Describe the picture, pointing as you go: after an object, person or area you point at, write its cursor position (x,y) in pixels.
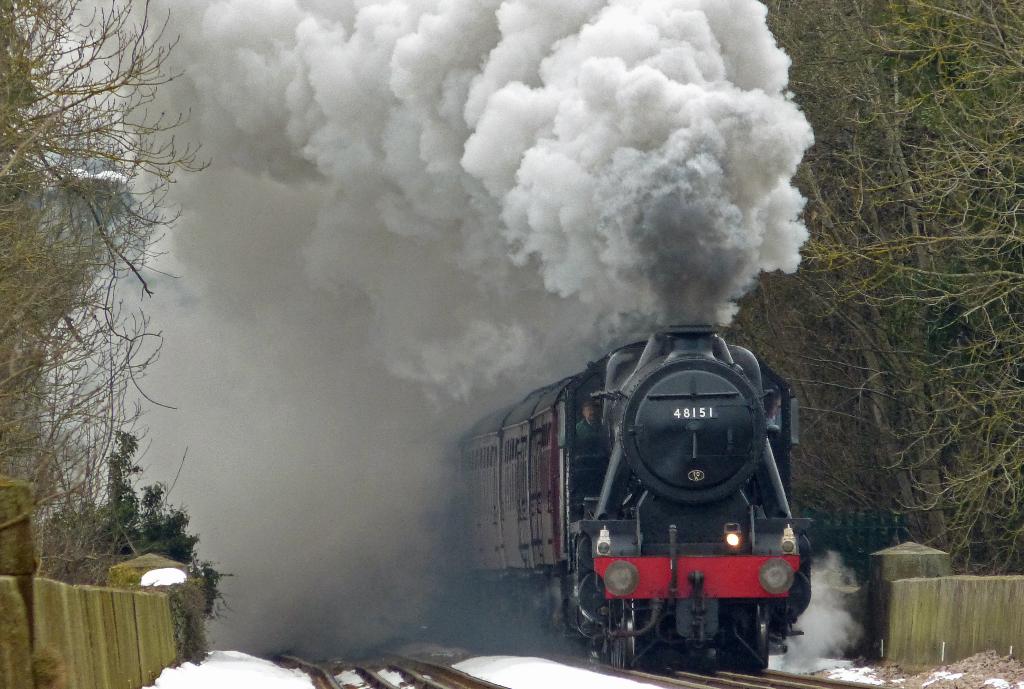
Here in this picture we can see a train (641,501) running on the railway track (827,680) and we can see the smoke (619,304) released through the chimney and beside that on either side we can see snow (186,666) covered on the ground (862,665) and we can also see plants (81,525) and trees (829,329) present.
